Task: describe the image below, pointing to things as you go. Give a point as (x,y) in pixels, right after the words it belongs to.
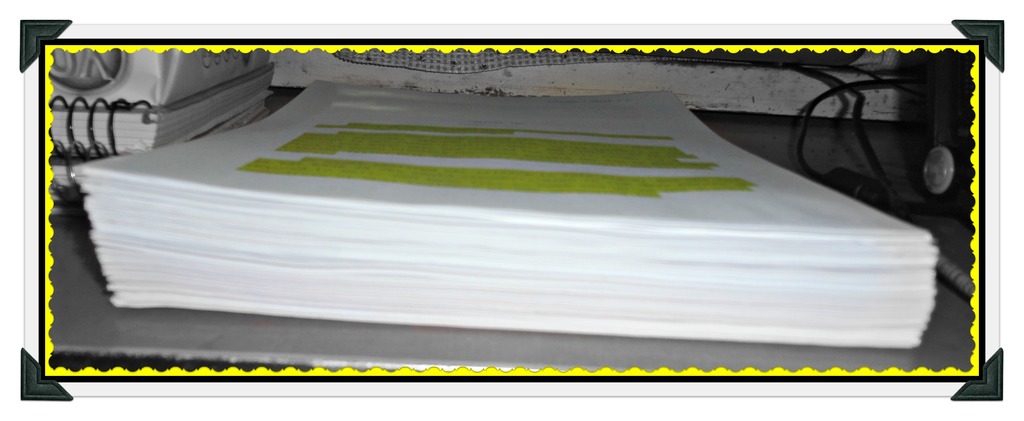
This is an edited image. I can see a bundle of papers (378,297), books (193,127) and cables (877,152) on an object (390,334).
